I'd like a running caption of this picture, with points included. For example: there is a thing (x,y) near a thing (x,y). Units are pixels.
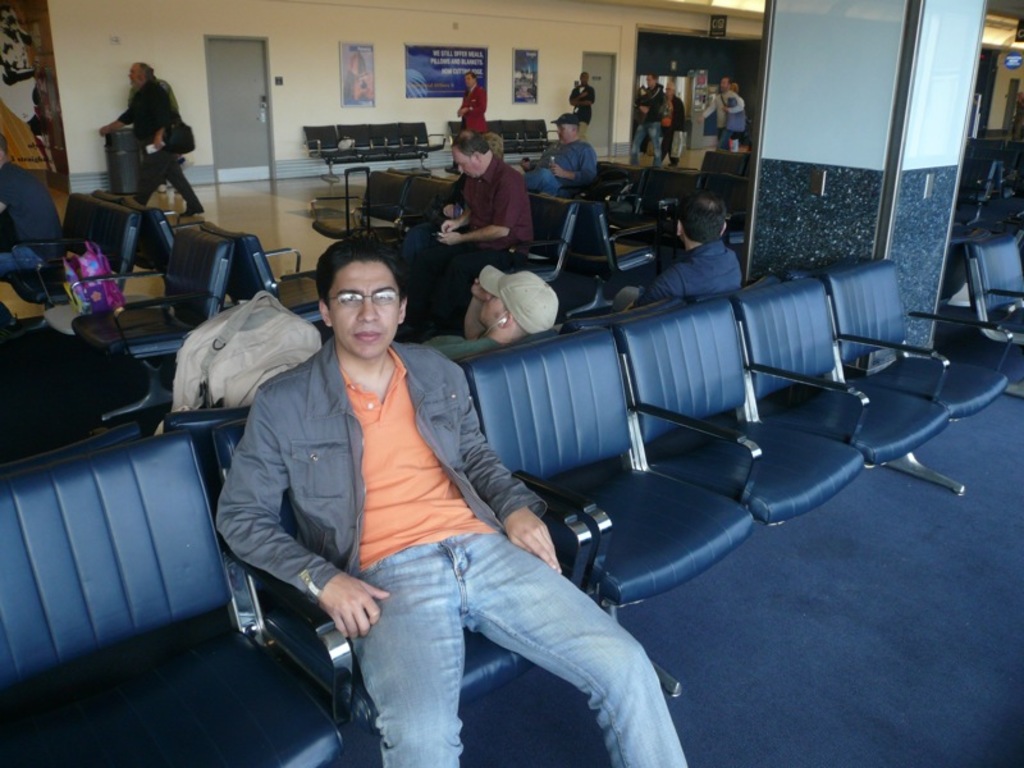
Here we can see some persons (423,383) are sitting on the chairs (658,369). There is a bag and this is floor (846,662). Here we can see some persons (653,90) are standing on the floor (651,159). This is pillar (796,184) and there is a door (255,125). On the background (327,105) there is a wall (504,39) and these are the frames (447,80).
